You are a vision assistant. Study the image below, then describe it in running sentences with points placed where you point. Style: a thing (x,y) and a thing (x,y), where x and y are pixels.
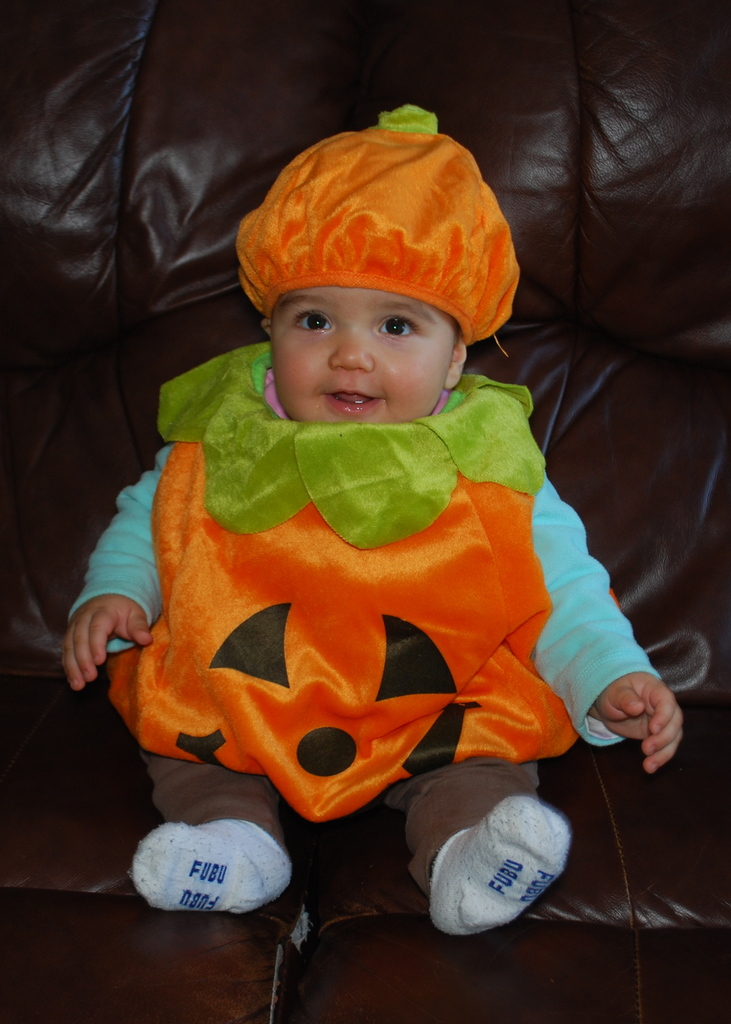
In this picture there is a small boy (471,563) wearing orange color pumpkin dress (392,544) and cap (349,185) sitting on the brown leather sofa (379,871), smiling and giving a pose to the camera.
